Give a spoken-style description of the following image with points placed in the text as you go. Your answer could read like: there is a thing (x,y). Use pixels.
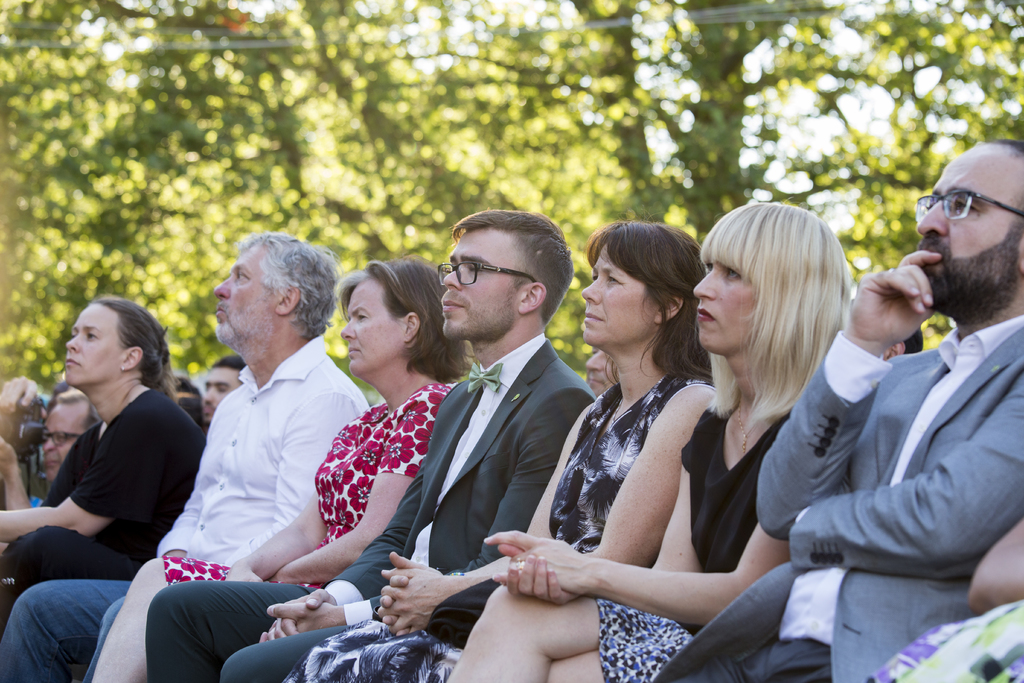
In this image, we can see a group of people (363,417) sitting. Among them, we can see a person (78,409) wearing spectacles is holding a camera (24,429). In the background (306,85), we can see some trees (134,38) and wires (35,27).
